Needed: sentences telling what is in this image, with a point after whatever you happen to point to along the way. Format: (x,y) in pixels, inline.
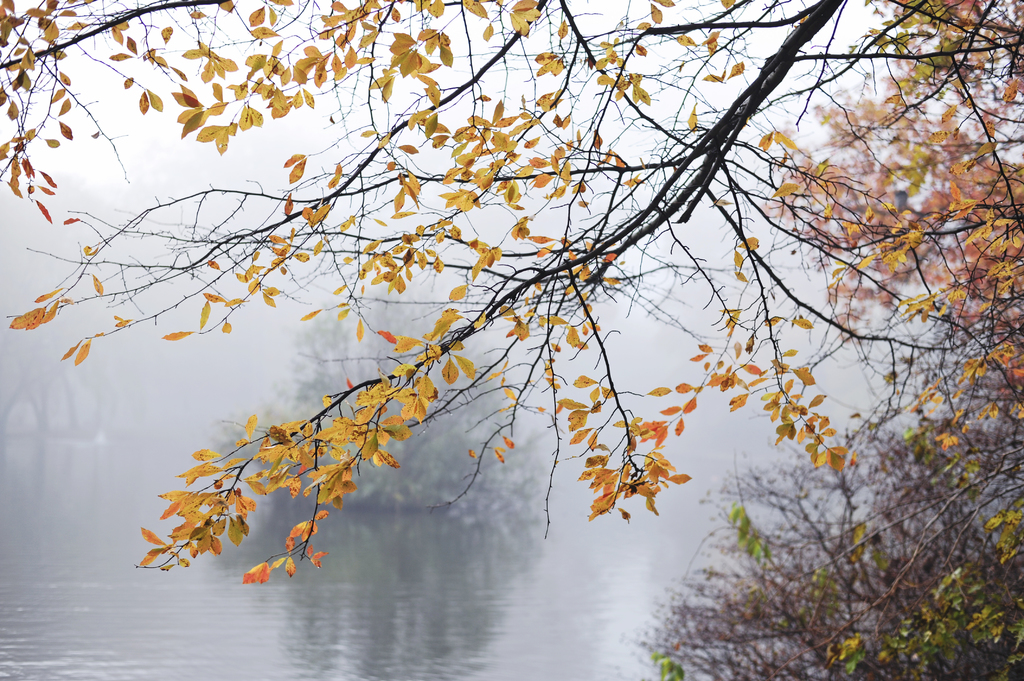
In the picture we can see water (483,613) and beside it, we can see some dried plants (794,619) and a tree (887,273) with some leaves (901,246) and in the background (232,427) also we can see some tree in the water (578,643) and behind it we can see the fog (12,410).
